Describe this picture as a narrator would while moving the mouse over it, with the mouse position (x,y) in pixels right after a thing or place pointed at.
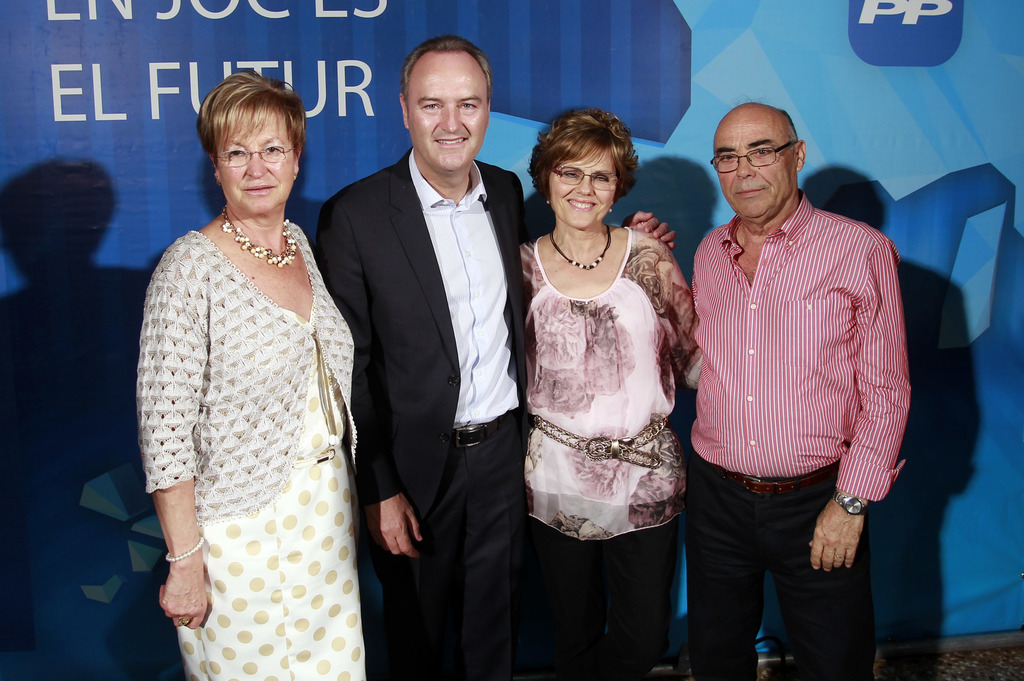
In this image few persons (533,402) are standing on the floor (945,655). A person (495,480) wearing a suit (415,287) is standing beside a woman (568,303). Right side (716,364) there is a person (812,291) wearing a shirt (786,232) and spectacles (759,164). Left side (179,298) there is a woman (253,148) wearing spectacles (234,148). Behind them there is a banner (133,448).
